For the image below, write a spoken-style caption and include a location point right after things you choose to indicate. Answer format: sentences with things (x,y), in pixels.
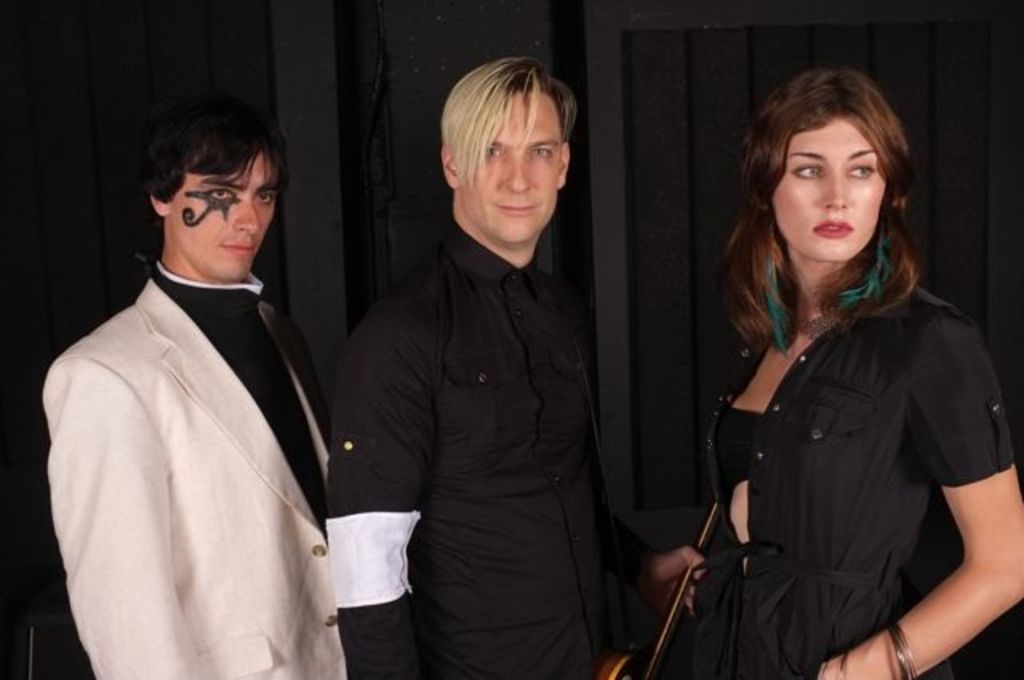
In this image we can see three people (531,461) standing and a person (531,452) in the middle (500,309) is holding an object (665,626) looks like a guitar (672,615) and there is a dark background (693,305).
